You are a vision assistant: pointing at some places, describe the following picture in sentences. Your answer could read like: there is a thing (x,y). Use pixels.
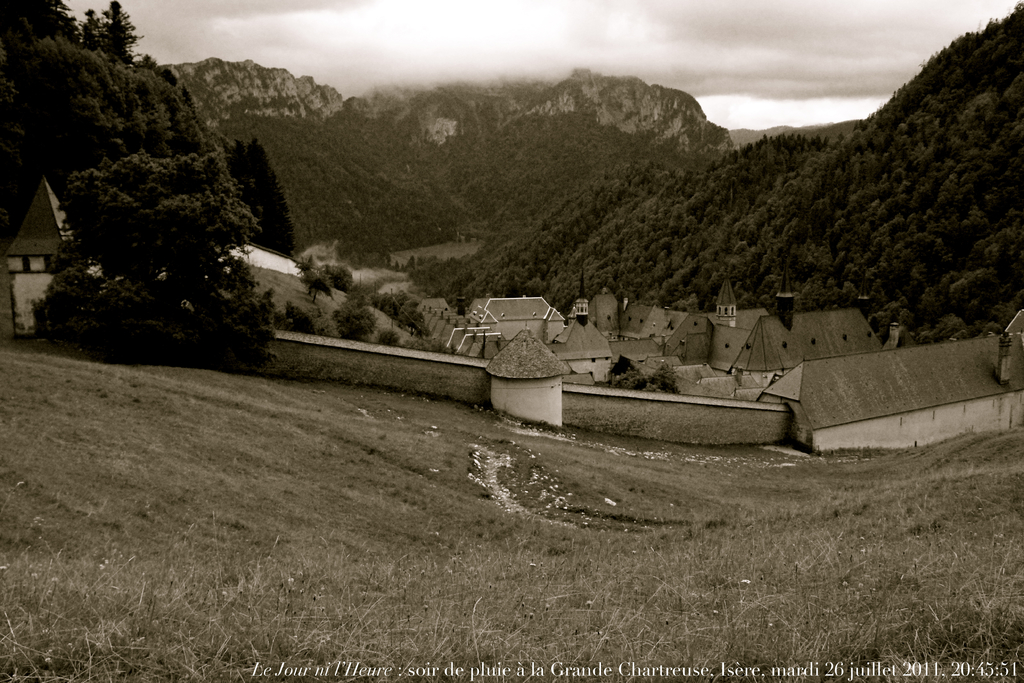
In this image I see number of buildings (582,272) and I see the grass (551,562). In the background (3,97) I see the mountains (495,86) and the trees (488,129) and I see the sky (542,37) and I see the watermark (391,666) over here.
